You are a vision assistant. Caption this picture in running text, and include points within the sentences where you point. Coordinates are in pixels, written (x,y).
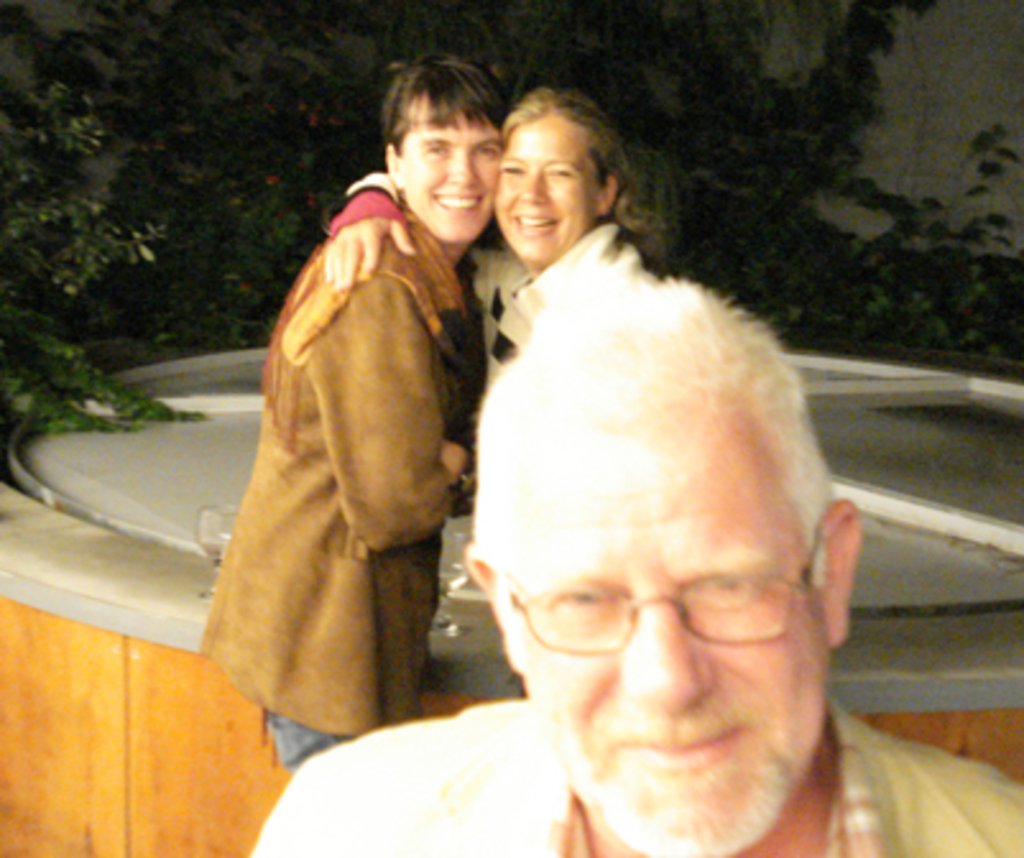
At the bottom (625,625) we can see a man (642,443). In the background (596,186) we can see a man (434,254) and a woman (498,347) are standing at an object (19,680) and smiling and we can see plants (331,197) and wall (983,19).
